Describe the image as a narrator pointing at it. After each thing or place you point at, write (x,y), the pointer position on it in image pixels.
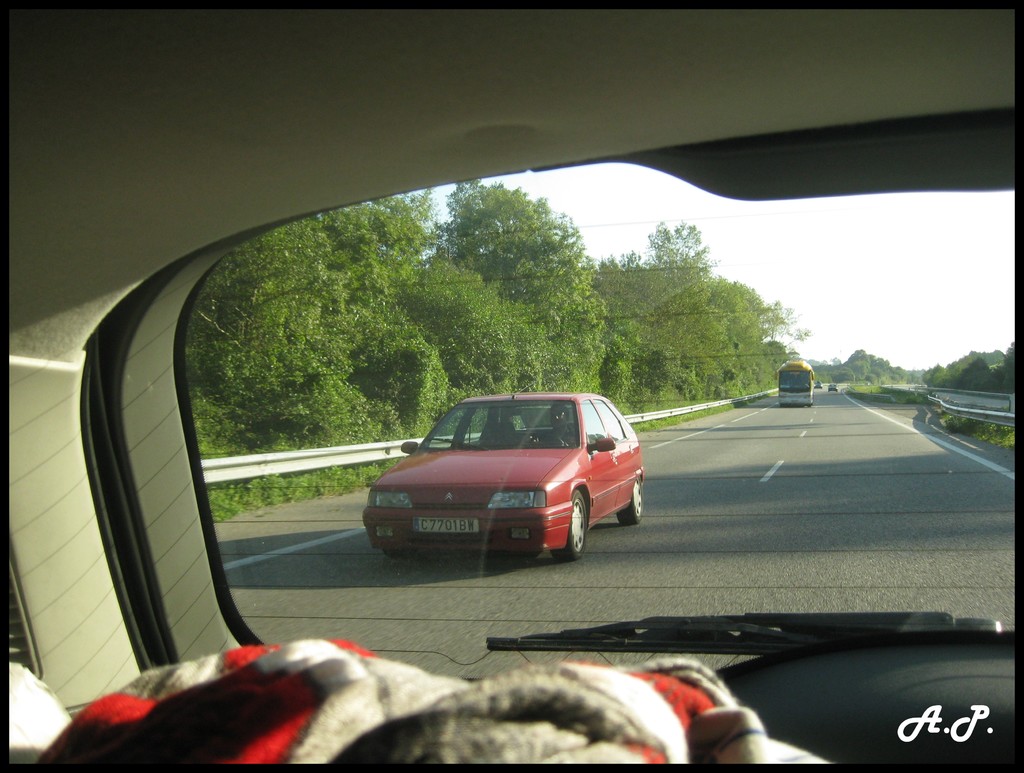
This image looks like it has been taken from a cars window (705,208), through it we can see there are vehicles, on the road (524,580), to its sides there are trees (602,350), at the bottom of the image (801,758) there are objects (801,758) and bottom right corner there is some text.
